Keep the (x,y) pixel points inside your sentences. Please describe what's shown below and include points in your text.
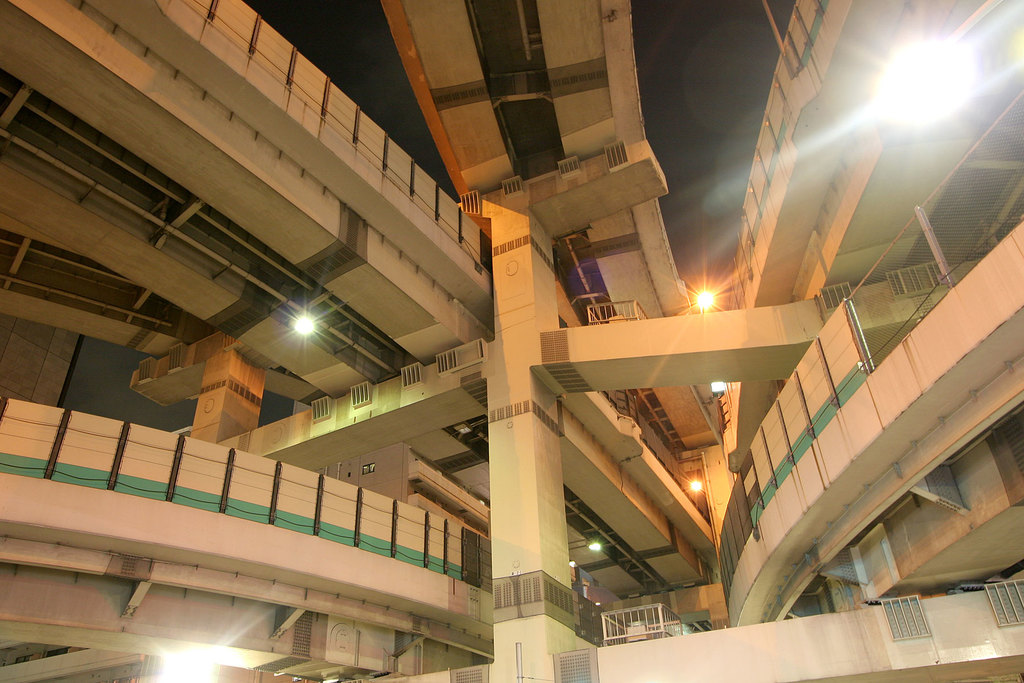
In this image there is a building (592,368) and there are lights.
